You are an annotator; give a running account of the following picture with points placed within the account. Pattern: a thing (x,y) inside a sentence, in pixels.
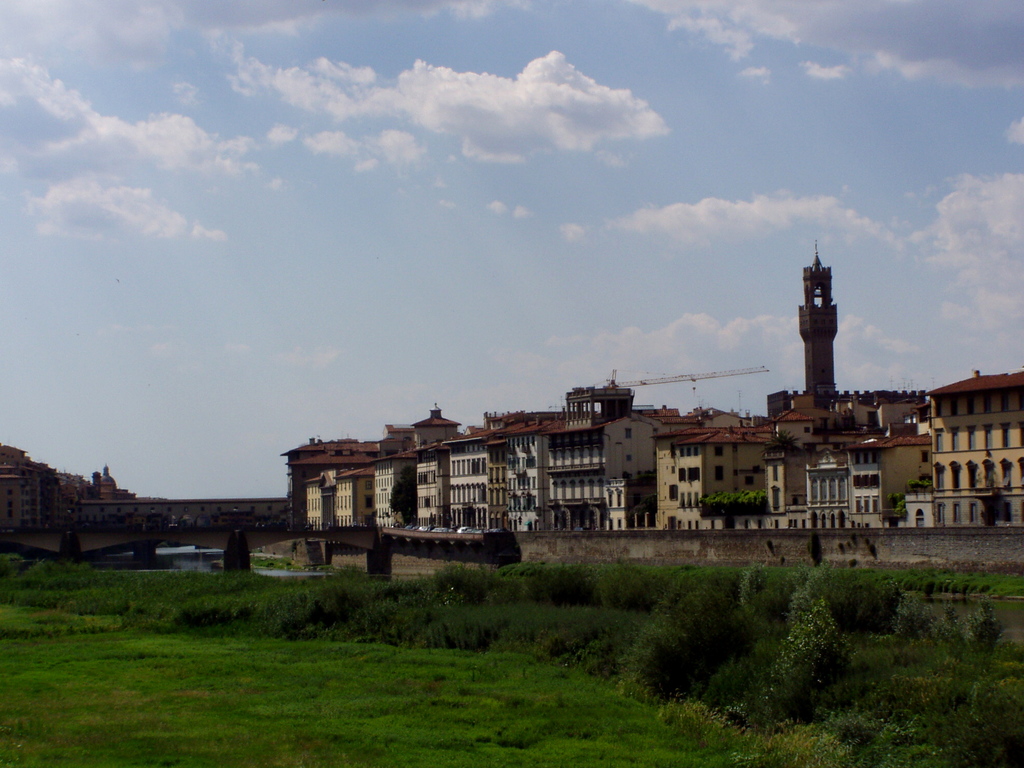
In this image, we can see few buildings (586,456), walls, tower (809,377), crane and bridge (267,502). Here we can see few vehicles (431,529). At the bottom (457,595), there are few plants (463,609), grass (77,610) and water (280,573). Background (998,342) there is a sky (330,277).
